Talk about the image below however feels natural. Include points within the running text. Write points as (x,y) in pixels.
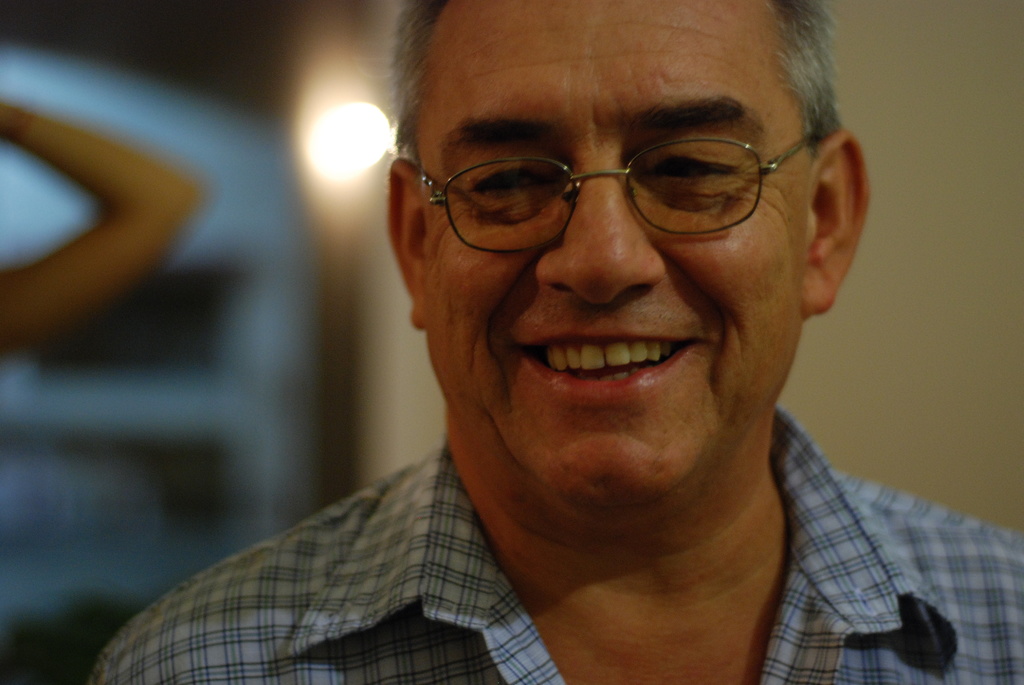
In this image I can see a man (484,478) and I can see he is wearing shirt (188,654) and specs (529,237). I can also see smile on his face (494,378) and I can see this image is little bit blurry from background (950,5).
